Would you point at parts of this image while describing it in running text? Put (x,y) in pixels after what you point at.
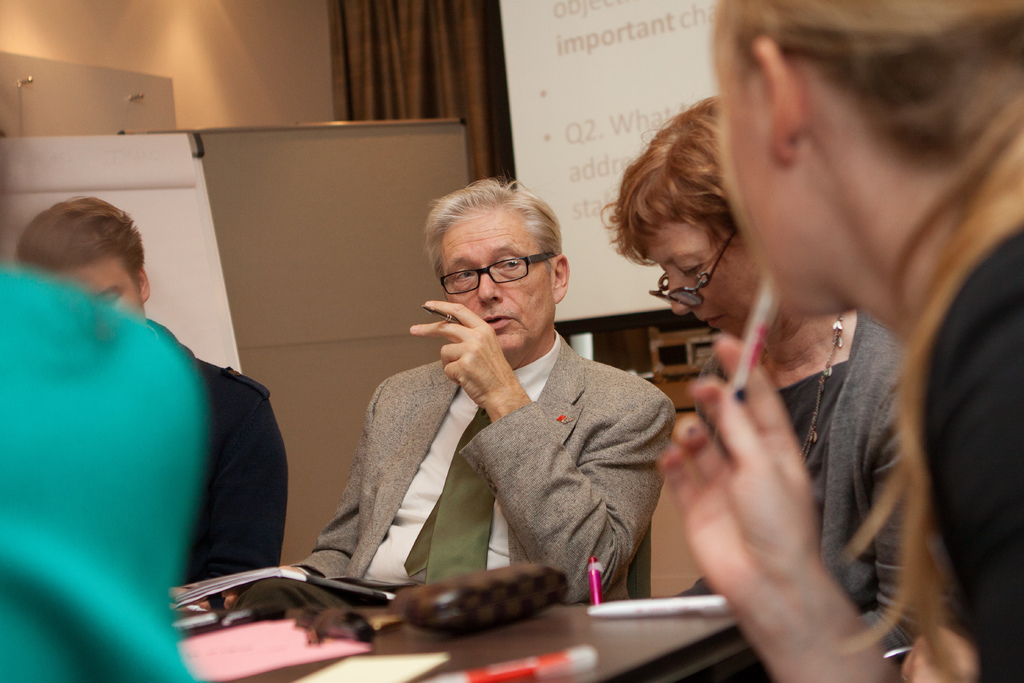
In this image we can see people (369,451) sitting. At the bottom (630,635) there is a table (450,648) and we can see pens (573,662) and some objects (360,617) placed on the table (492,643). In the background (612,154) there is a screen (612,141) and a curtain (399,74). On the left (139,154) we can see a board (356,232) and there is a wall (258,75).
